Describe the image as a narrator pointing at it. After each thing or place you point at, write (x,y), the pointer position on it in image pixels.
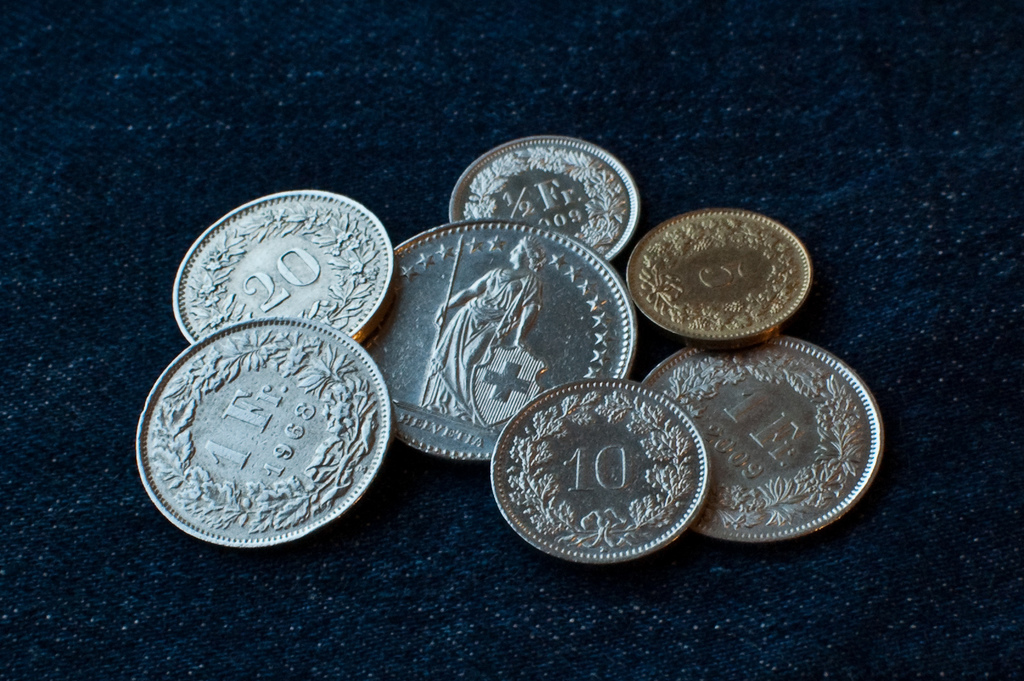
This image consists of coins (497,367) kept on a cloth (436,558). The cloth (322,576) is in blue color.
